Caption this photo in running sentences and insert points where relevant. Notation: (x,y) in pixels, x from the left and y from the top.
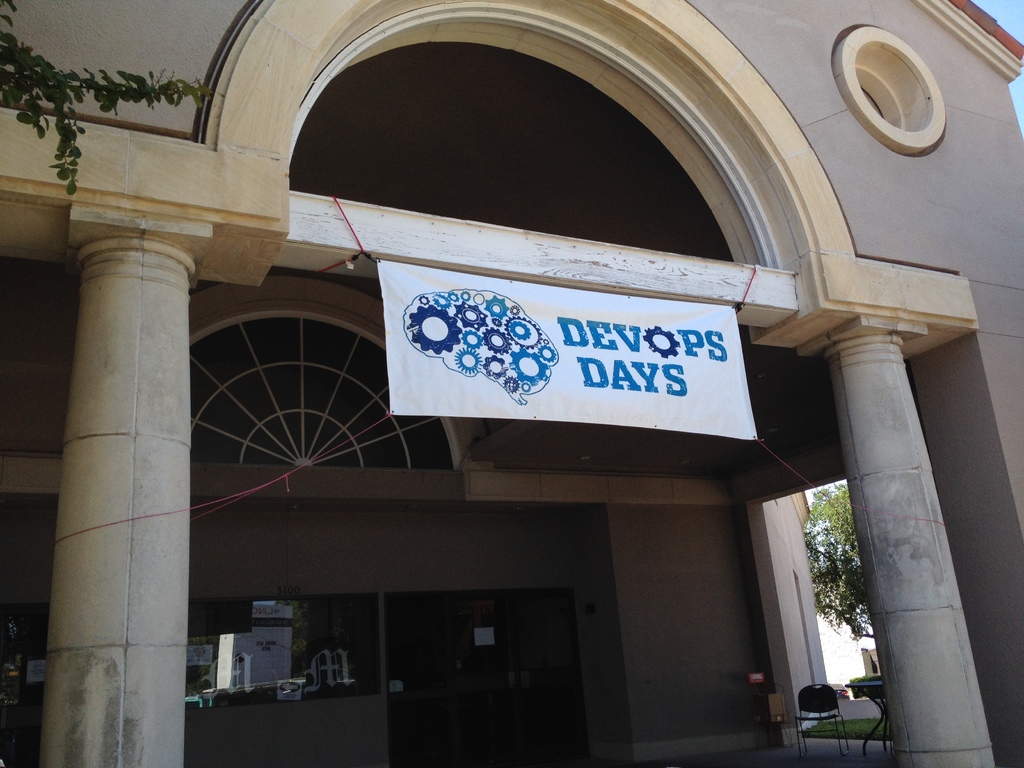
In this image I can see the building (597,63) there is a board (472,337) attached to the building (746,189) and I can see the table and the chair (797,737) under the building (622,753). In the back (862,580) I can see the trees (850,602) and the blue sky (1017,21).
